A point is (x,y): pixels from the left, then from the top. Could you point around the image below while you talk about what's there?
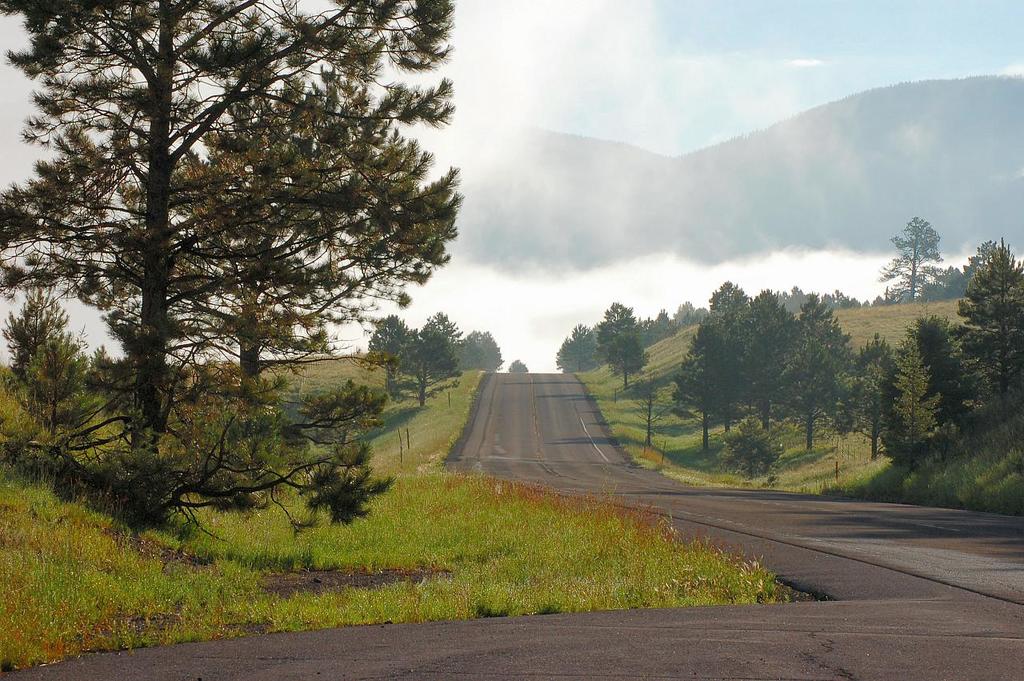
In this picture we can see a road (996,650). There are few trees (179,505) on the right (792,367) and left side of the road (488,388). Sky (718,31) is cloudy.
